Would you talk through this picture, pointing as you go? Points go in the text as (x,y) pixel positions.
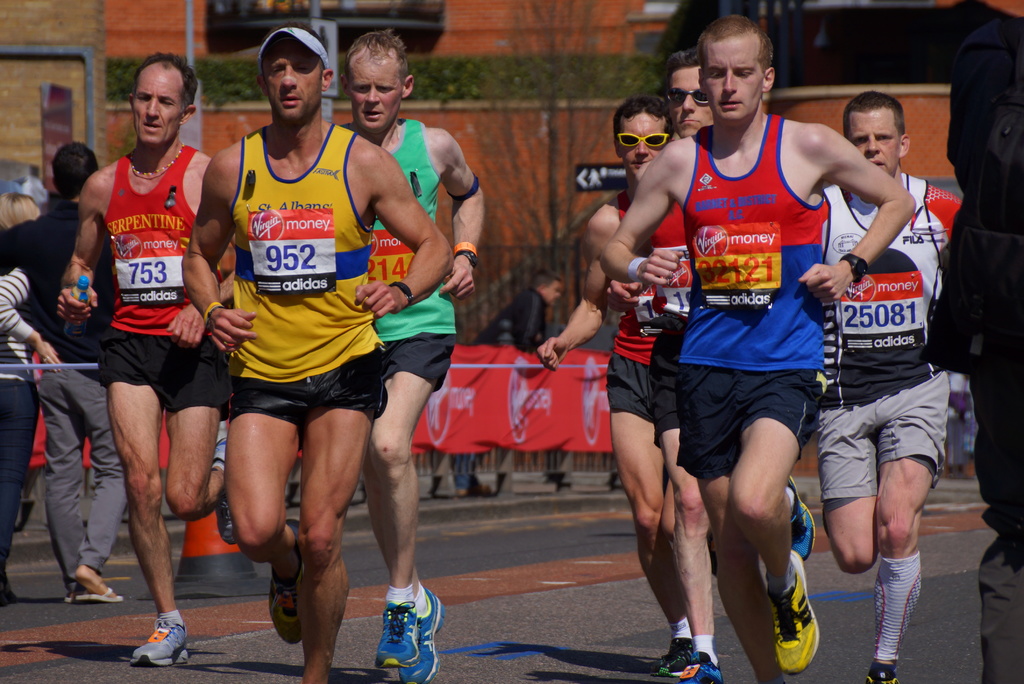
In this picture we can see a group of men (884,467) running on the road (665,679) and in the background (74,556) we can see banner (34,449), trees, pipes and some persons (504,330) standing at fence (498,290).
